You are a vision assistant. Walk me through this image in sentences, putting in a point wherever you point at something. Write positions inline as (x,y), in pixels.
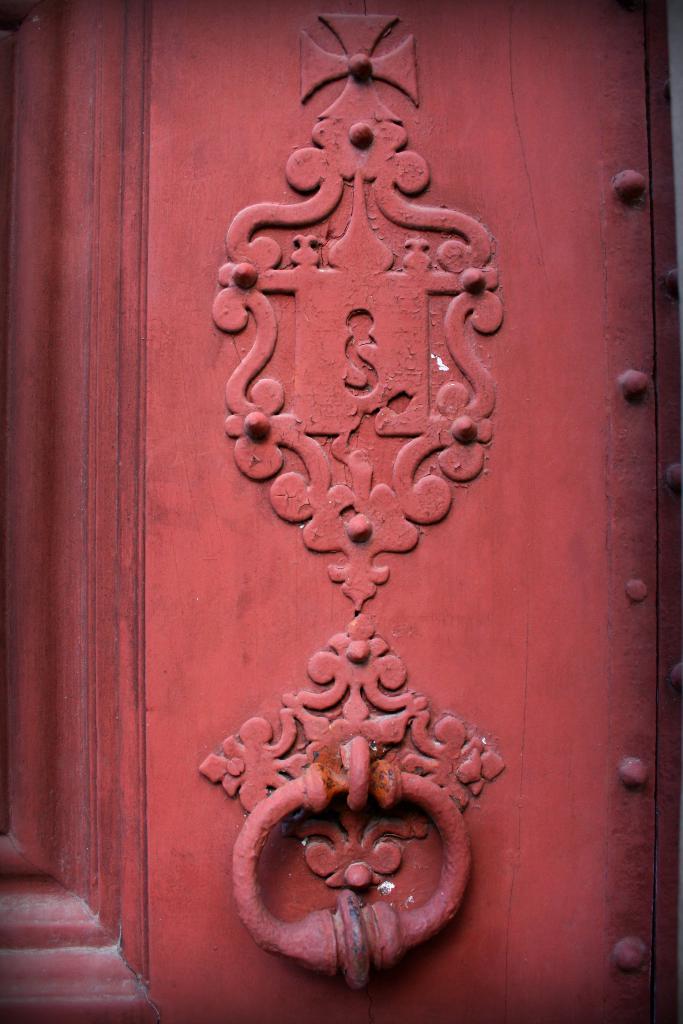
In this image, we can see a door (337,366) with a knocker (377,953) and there is some design (386,368) on the door (355,474).
